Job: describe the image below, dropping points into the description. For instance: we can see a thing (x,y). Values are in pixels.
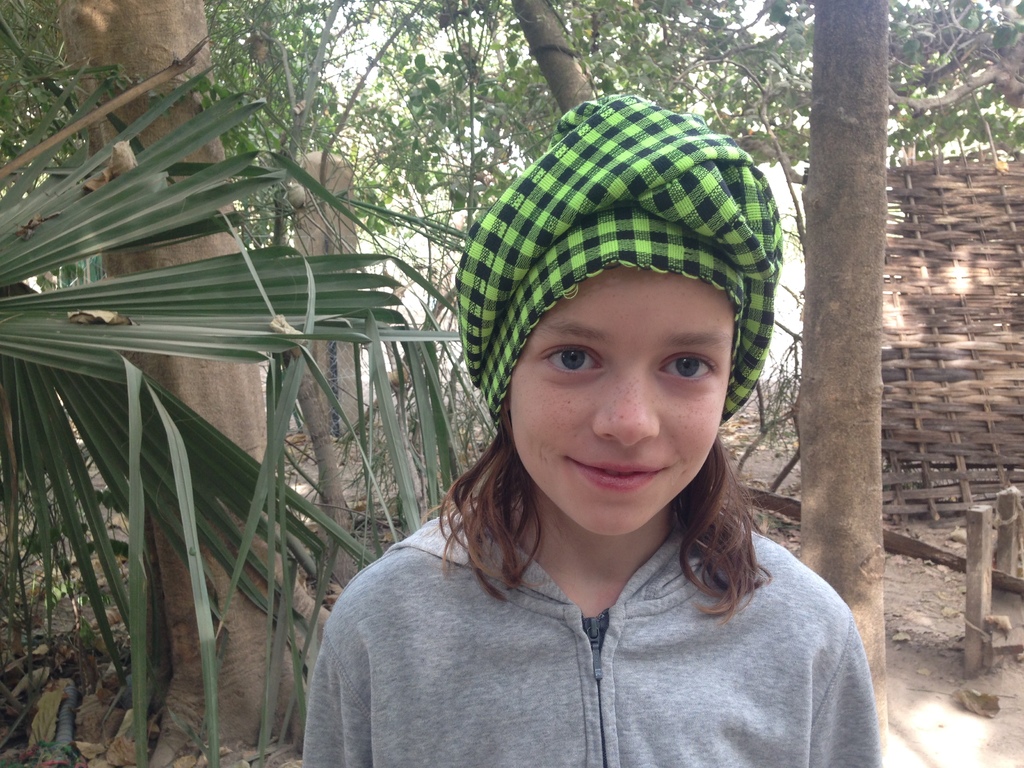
In this image there is a girl (604,241) in the middle (471,375) who is wearing the cloth cap (588,185) on her head (600,332). In the background (592,59) there are trees (715,55). On the right side (933,248) there is a wooden mat (939,273). On the left side (115,412) there are green leaves (55,381). On the ground (126,632) there is sand (930,641) and some stones (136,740).
